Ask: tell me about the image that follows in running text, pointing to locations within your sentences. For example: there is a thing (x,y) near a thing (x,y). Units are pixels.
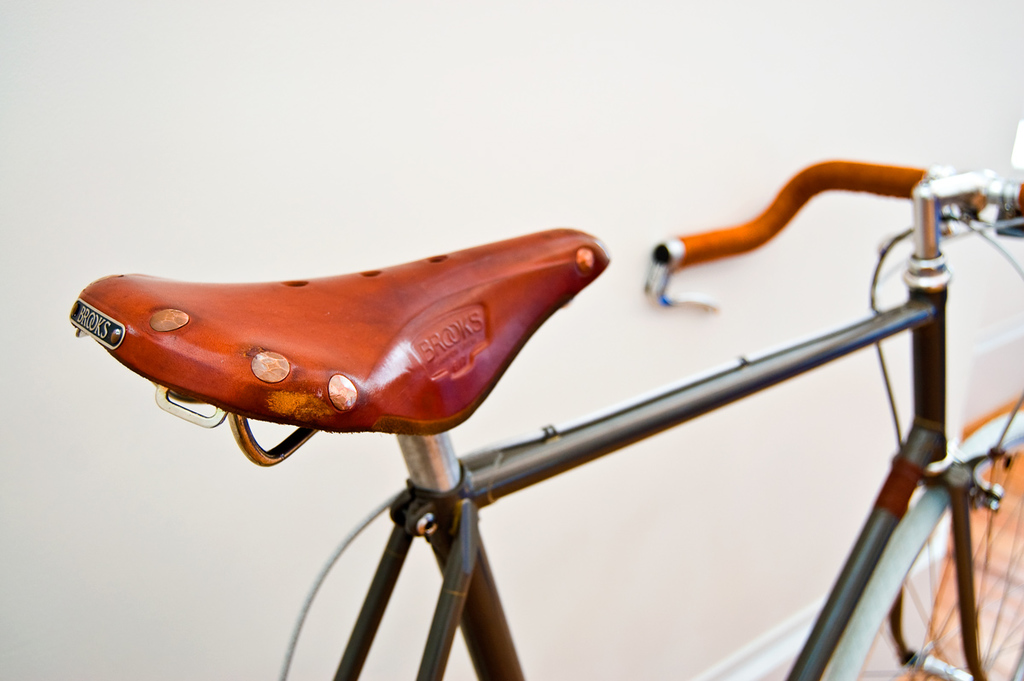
In this image there is a bicycle (562,242) and a wall (603,361).
